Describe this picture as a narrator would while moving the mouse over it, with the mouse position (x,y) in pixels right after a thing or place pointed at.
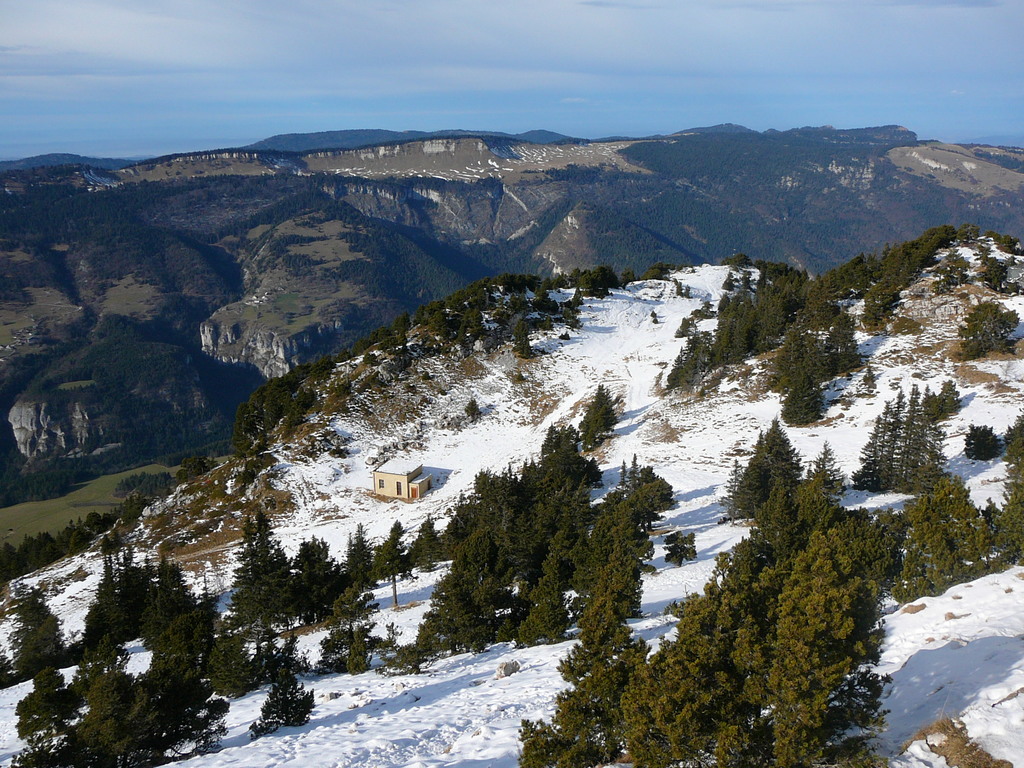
In this image, we can see some trees (851,653). There are hills (371,319) in the middle of the image (539,426). At the top of the image (607,72), we can see the sky (826,60).
